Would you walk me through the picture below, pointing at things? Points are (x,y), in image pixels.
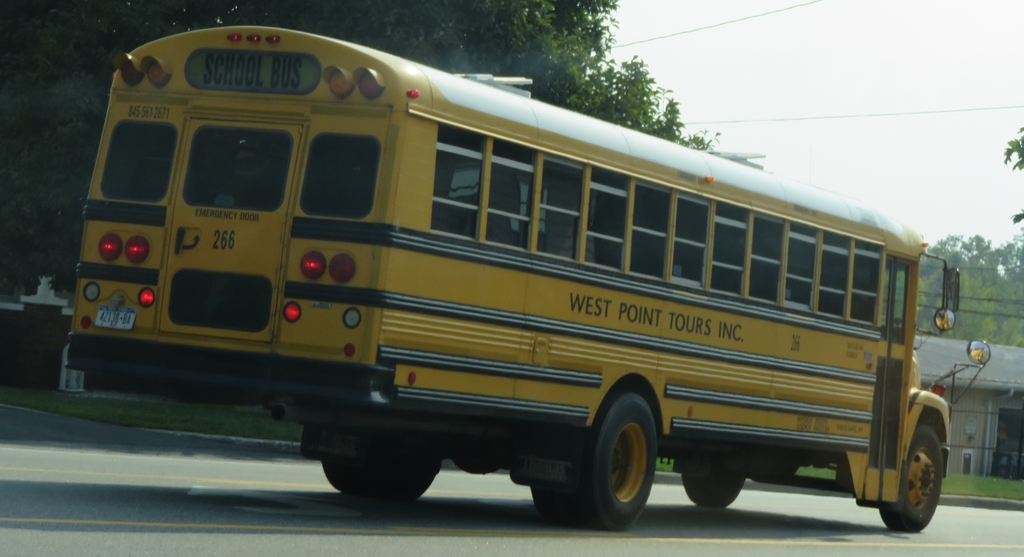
In this image I can see yellow color bus (559,389) is moving on the road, on the left side (313,25) there are trees (462,62). On the right side (948,390) it looks like a house (967,416), at the top (812,88) it is the sky (809,78).
